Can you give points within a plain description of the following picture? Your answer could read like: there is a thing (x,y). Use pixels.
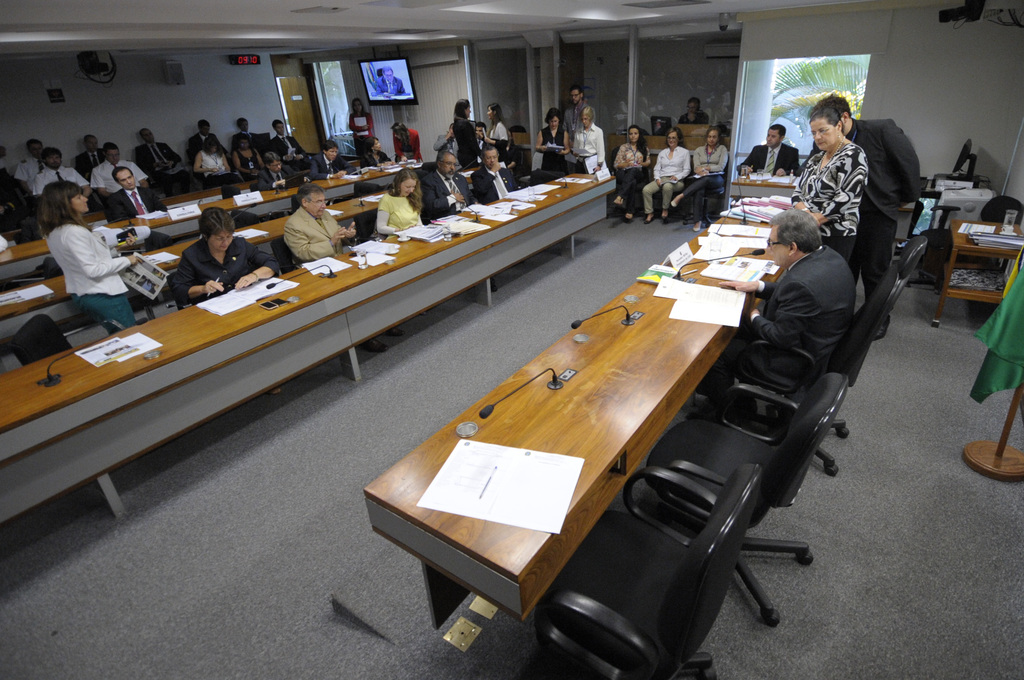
As we can see in the image there is a white color wall (227,92), doors (298,127), screen (367,84), window (748,73), tree (790,80) and few people (870,128) sitting on chairs (691,645) and there is a table (714,326). On table (662,308) there are papers (703,308), mics (594,316), glasses (363,268).
